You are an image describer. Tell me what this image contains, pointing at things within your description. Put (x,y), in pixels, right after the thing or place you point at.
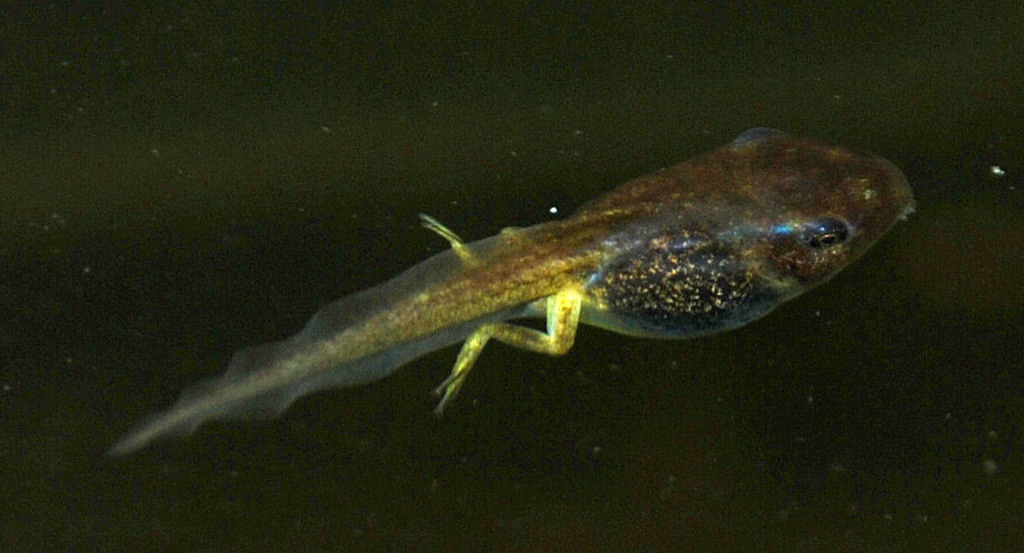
The picture consists of an aquatic animal (525,251). The picture is clicked in water (984,244).
